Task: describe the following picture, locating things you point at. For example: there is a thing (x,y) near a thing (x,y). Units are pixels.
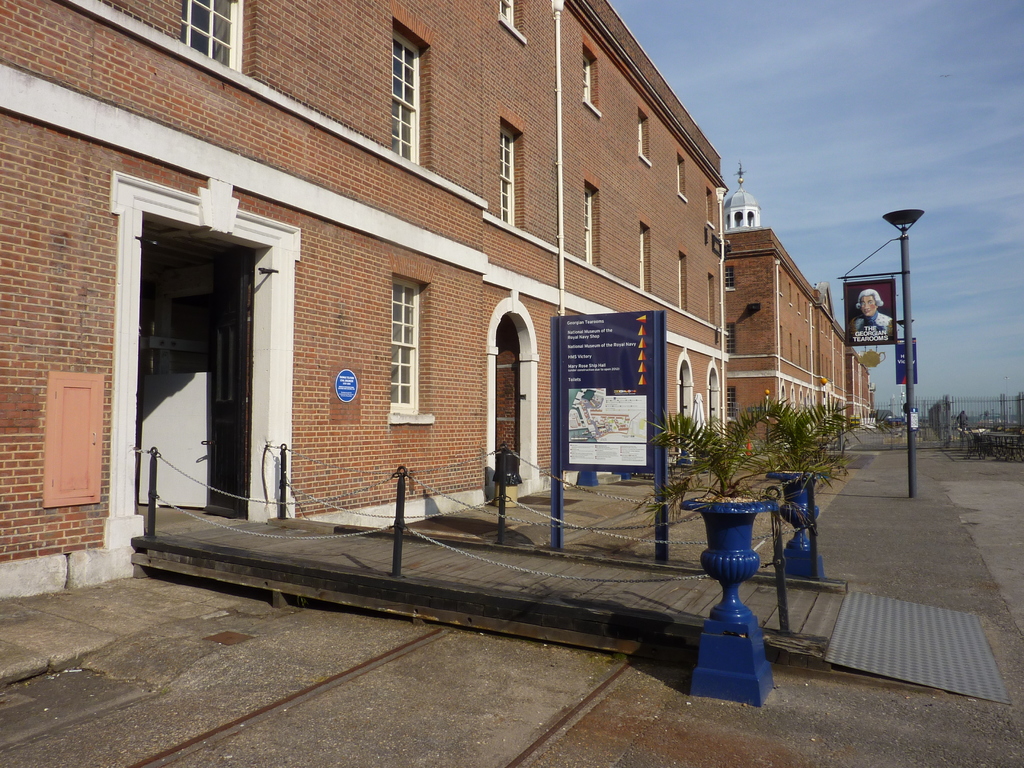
In the picture we can see buildings (750,323) with windows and near to it we can see a path (73,619) with some plants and poles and in the background (784,192) we can see a sky (835,242).
